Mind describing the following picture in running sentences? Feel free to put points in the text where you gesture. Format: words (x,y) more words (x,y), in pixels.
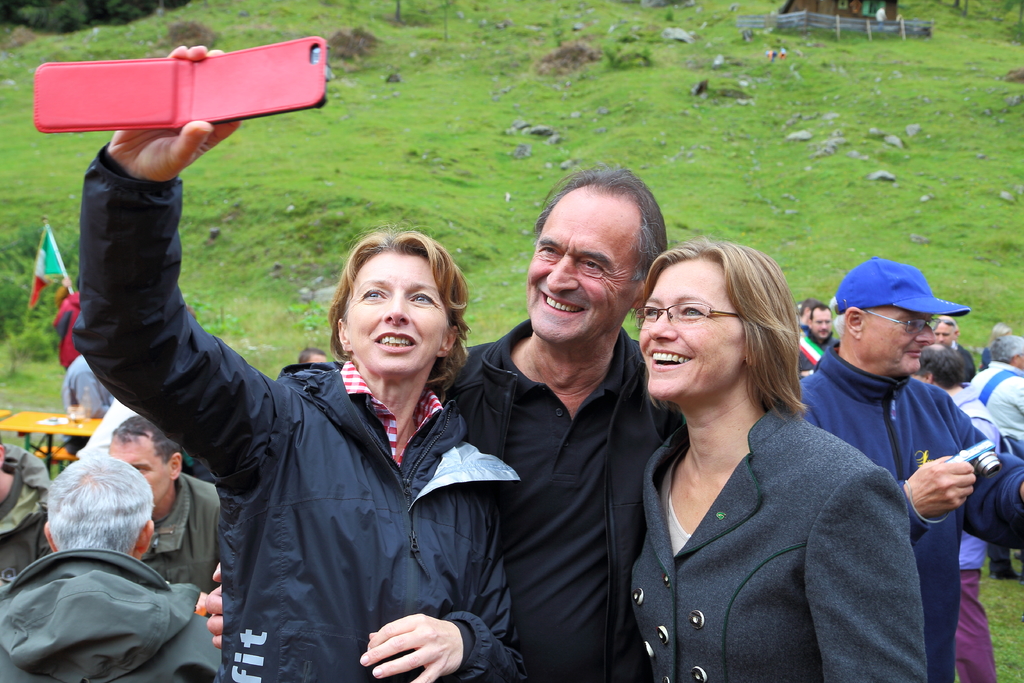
In this picture we can see three people (264,441) standing and smiling and at the back of them we can see a group of people (868,335), camera (986,452), mobile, table (26,417), grass (326,178), flag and in the background (799,5) we can see a house (839,9).
